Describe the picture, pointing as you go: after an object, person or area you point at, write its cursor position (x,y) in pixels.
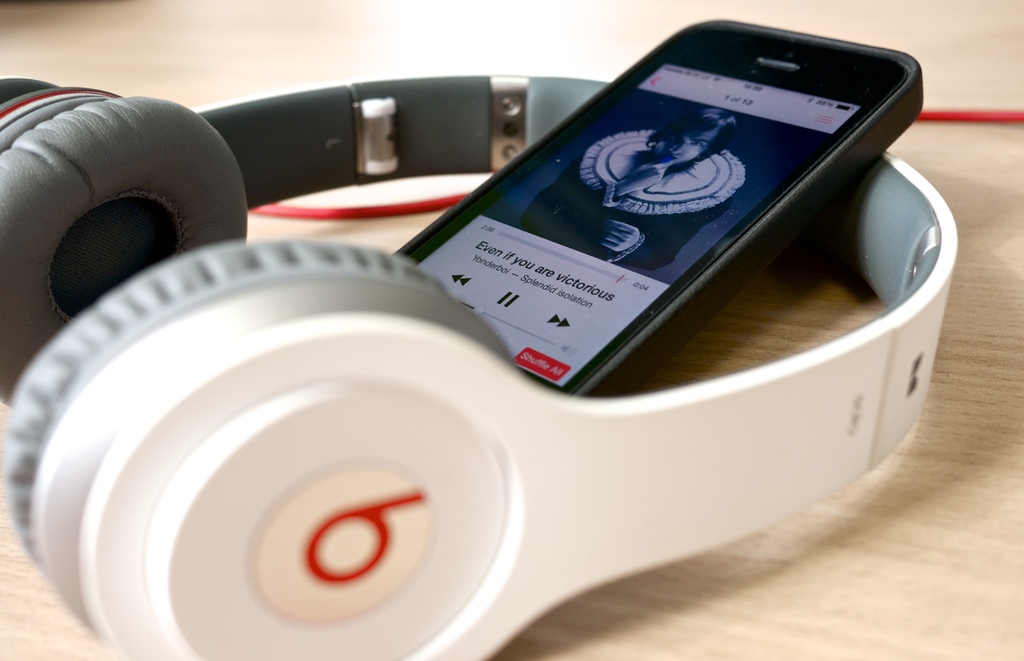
In this image we can see a mobile (705,192) placed on a headset (64,344) on the table (942,438).
